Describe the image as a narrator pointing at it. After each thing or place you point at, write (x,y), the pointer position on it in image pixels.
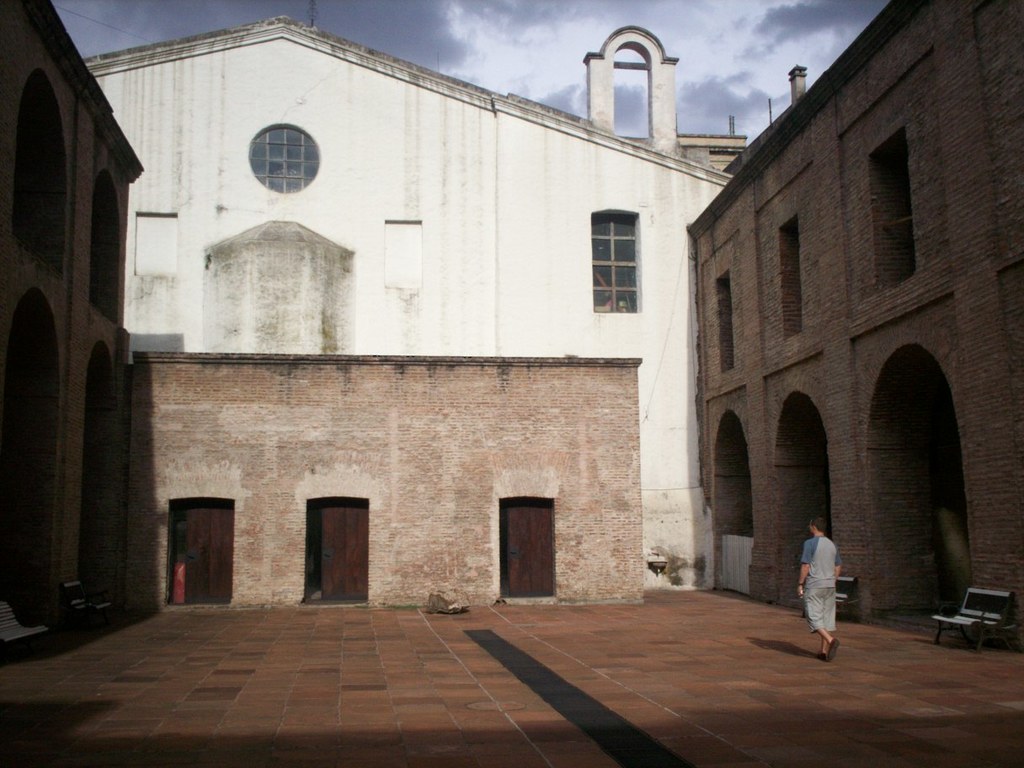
In this picture there is a man (818,542) who is wearing t-shirt (841,559), short (822,603) and the shoes (833,649). He is walking near to the bench (853,593). In the background (644,470) I can see the buildings (560,461). At the bottom (364,562) I can see the doors (334,563). At the top (477,19) I can see the sky (452,23) and clouds (473,23).
